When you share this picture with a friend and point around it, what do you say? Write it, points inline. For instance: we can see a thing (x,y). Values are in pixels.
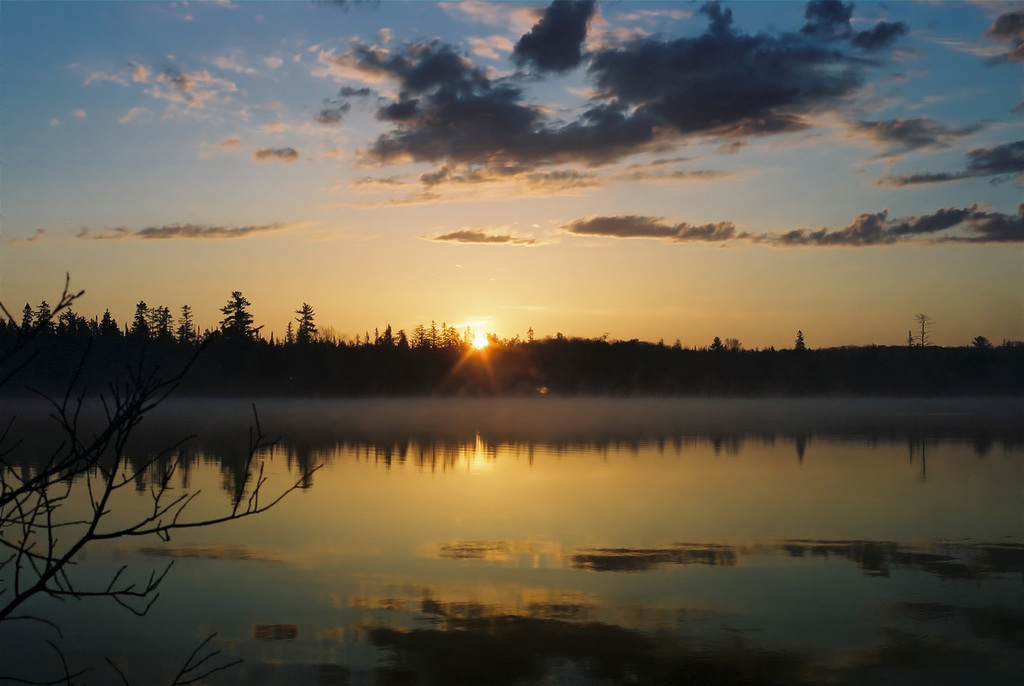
In this image we can see water (470,442) and some trees (594,361), in the background (538,203), we can see sunlight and sky (543,96) with clouds (489,136).
